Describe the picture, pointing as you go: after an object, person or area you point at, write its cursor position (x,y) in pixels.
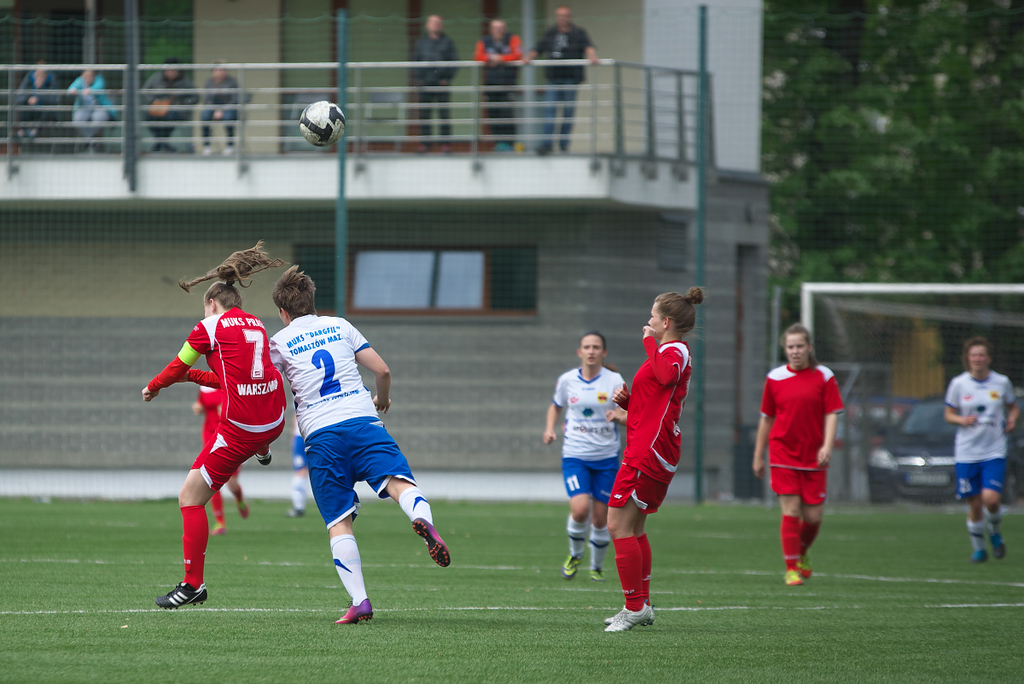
In this picture, we can see a group of people (267,352) playing on the grass (858,516) and there is a ball (306,135) in the air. Behind the people (326,403) there is a pole (339,255), trees (866,216) and some people (70,94) are sitting and some people (443,48) are standing in the balcony (17,92).
